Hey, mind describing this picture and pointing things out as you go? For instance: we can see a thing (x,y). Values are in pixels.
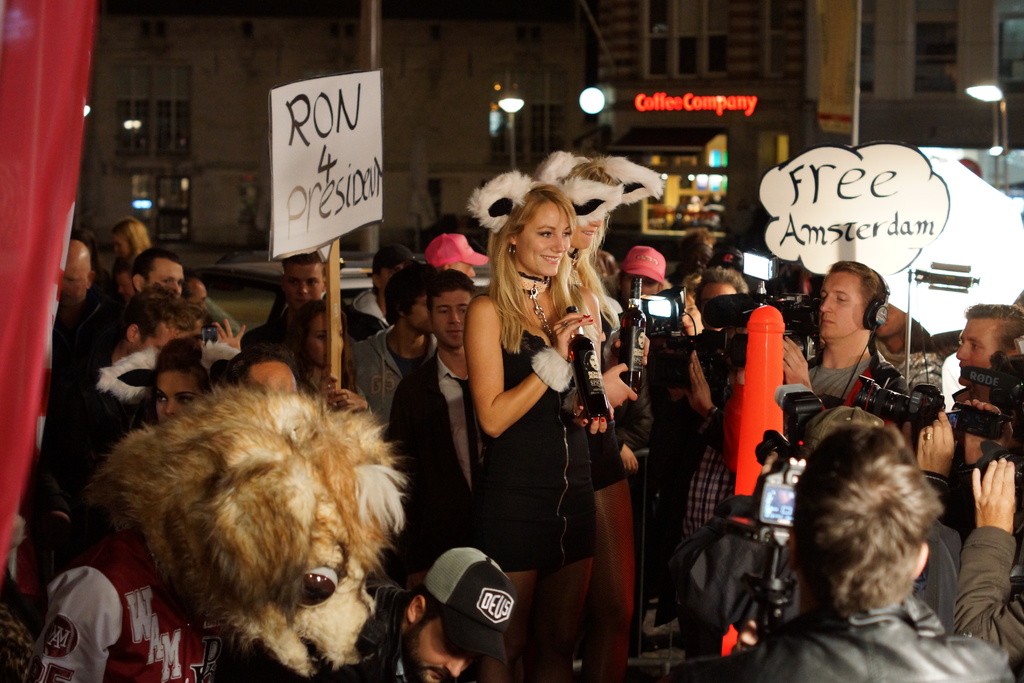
This image consists of so many people (440,448) in the middle (565,343). They are holding some cards (376,148). There are buildings (603,72) at the top (643,122). There are so many people (650,285) who are clicking the pictures. There are lights (980,89) at the top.
